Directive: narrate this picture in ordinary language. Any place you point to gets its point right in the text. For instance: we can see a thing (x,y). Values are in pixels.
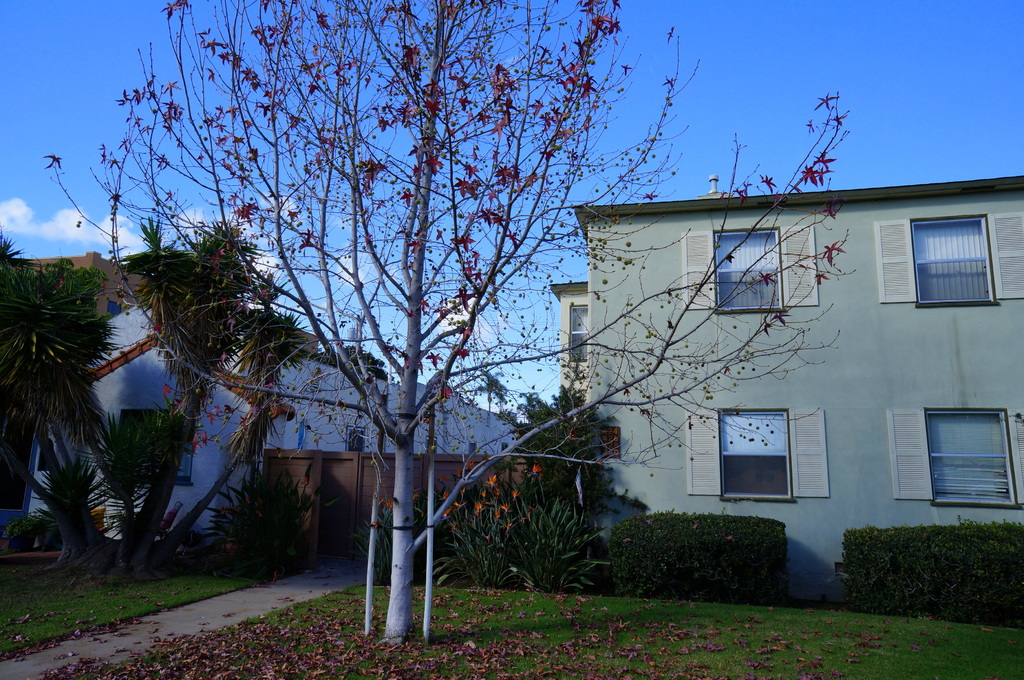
In this picture there are buildings (631,416) and trees (39,353). In the middle of the image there is a wooden gate (331,533) and there are flowers (503,505) on the plants (512,526). On the right side of the image (704,467) there are window blinds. At the top (56,219) there is sky (81,160) and there are clouds (70,214). At the bottom (138,633) there is a pavement (164,611) and there are dried leaves (158,641) on the grass (711,621).
